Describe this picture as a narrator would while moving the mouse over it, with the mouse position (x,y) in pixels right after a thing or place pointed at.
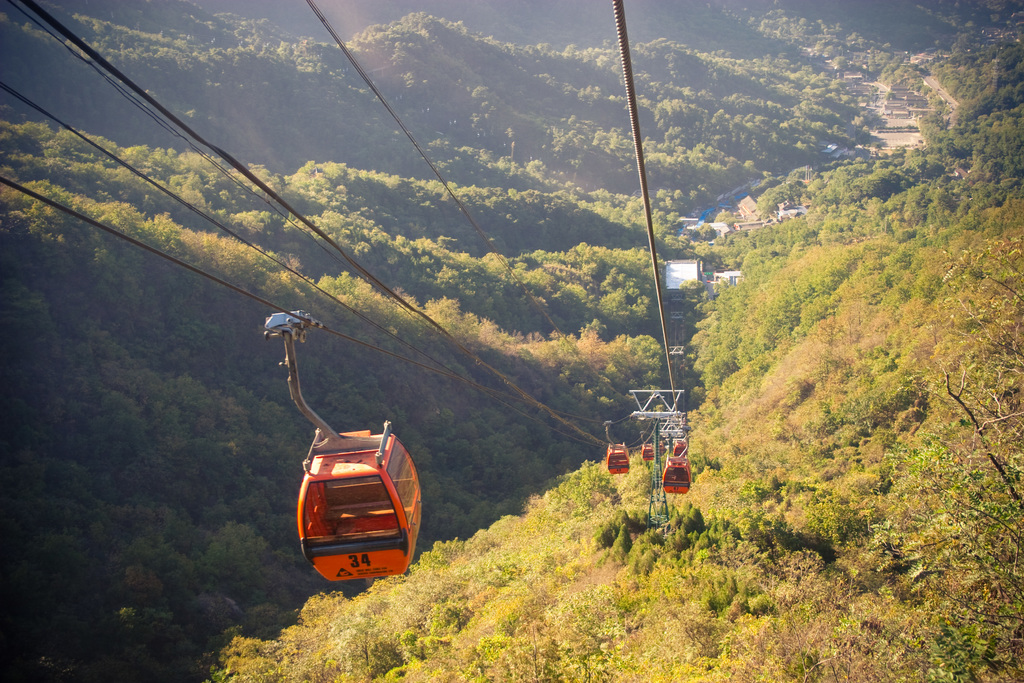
At the top of the image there is a ropeway (354,445) with orange boxes (388,472). At the right bottom of the image (718,472) there is ground (747,494) with trees (711,401). And in the background (509,179) there are hills (430,126) with trees (252,362).
